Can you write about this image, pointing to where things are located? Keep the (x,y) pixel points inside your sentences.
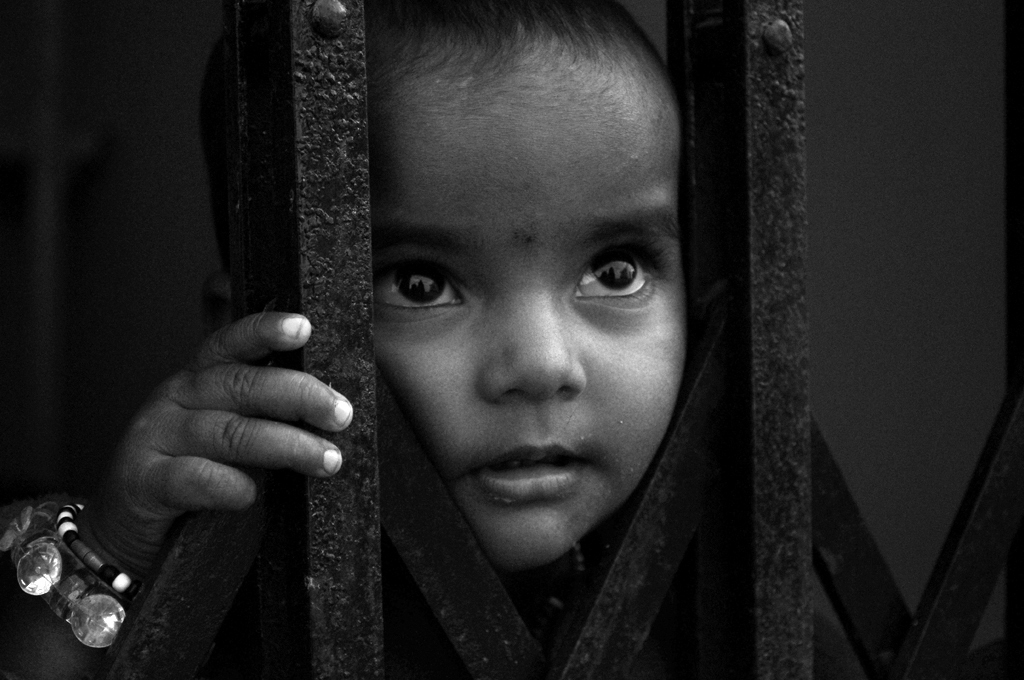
In this picture we can see a kid (510,436), it is a black and white picture, we can see grills (707,547) here.
